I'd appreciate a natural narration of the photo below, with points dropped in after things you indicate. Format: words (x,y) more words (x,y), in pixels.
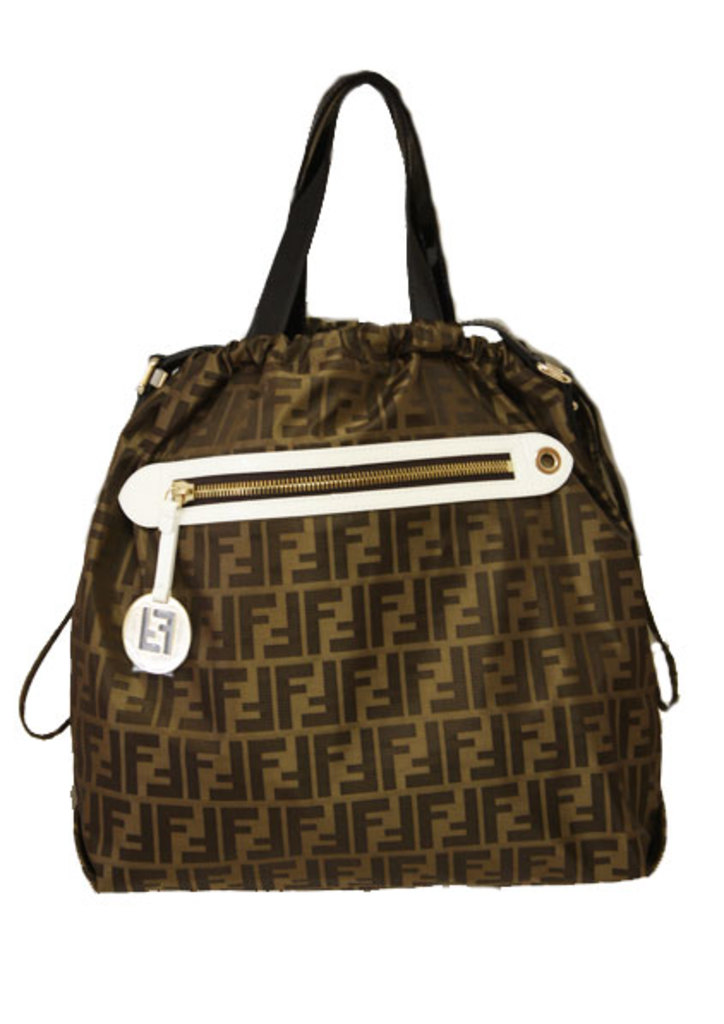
There is a beautiful brown and gold color hand bag (400,625) which has a zip facility (259,489). To the zip (498,455) there is also a label (168,553) attached. The bag (309,556) has a beautifully printed texture (352,774).
